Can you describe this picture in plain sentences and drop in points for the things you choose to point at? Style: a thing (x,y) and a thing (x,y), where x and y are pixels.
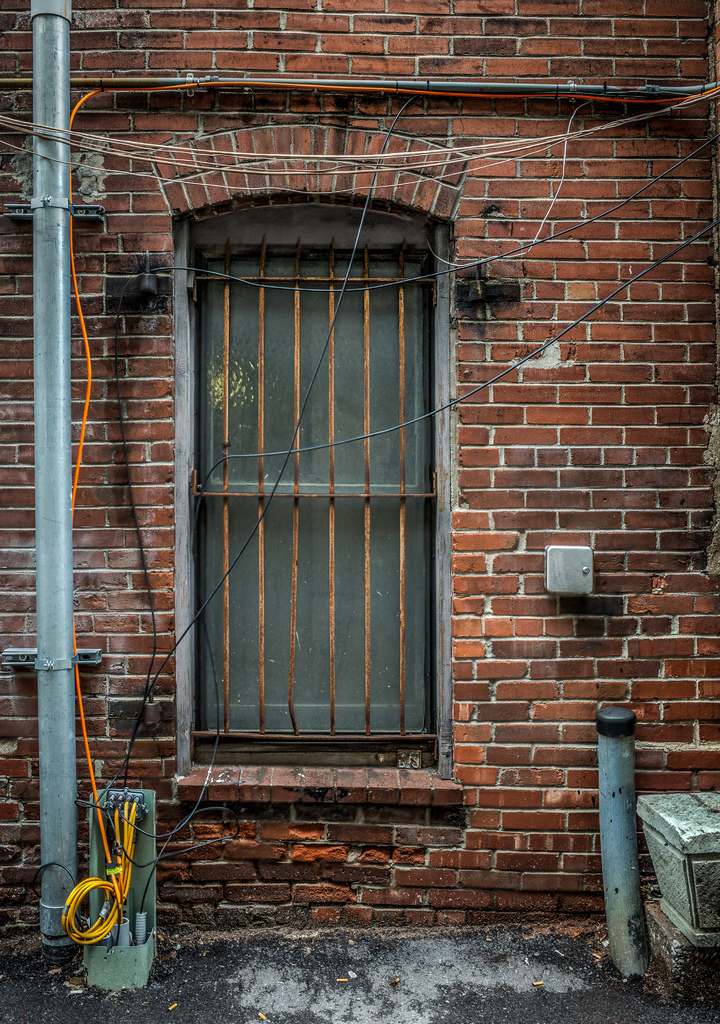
In this image we can see brick wall (493,575) and window (362,573). Left side of the image (62,315) pole (67,891) and wires (73,162) are present. Right side of the image (612,887) circular thing (620,864) and white color thing (678,898) is present.
